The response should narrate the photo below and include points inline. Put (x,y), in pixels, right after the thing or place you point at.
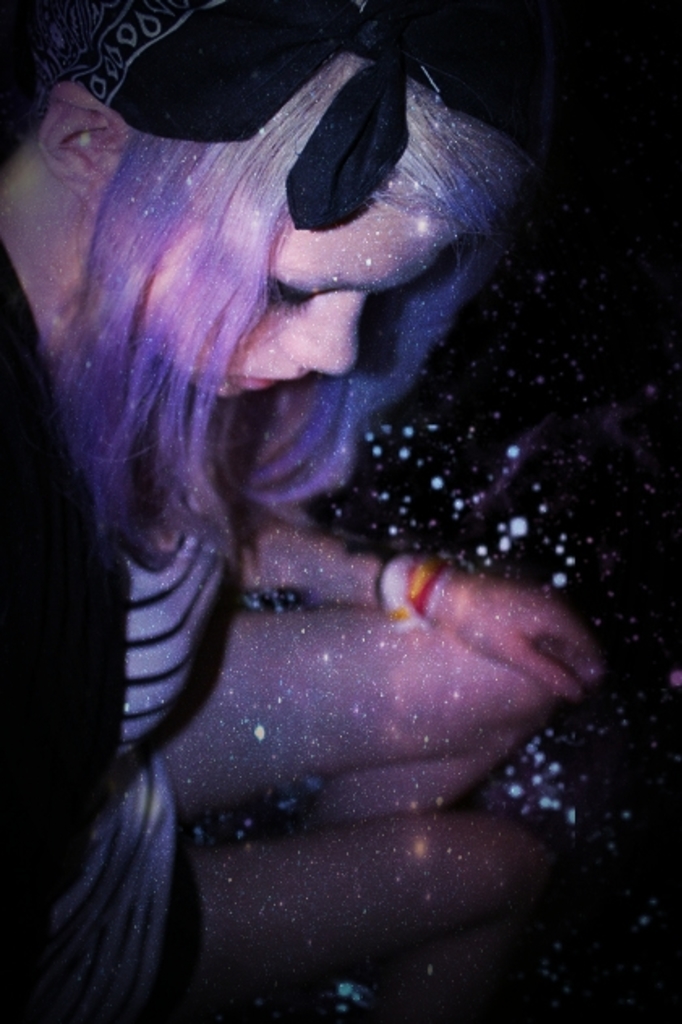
In this image I can see a person (183,467) sitting. She is wearing white and black color dress (147,659). I can see a different shades. Background (576,87) is in black color.
